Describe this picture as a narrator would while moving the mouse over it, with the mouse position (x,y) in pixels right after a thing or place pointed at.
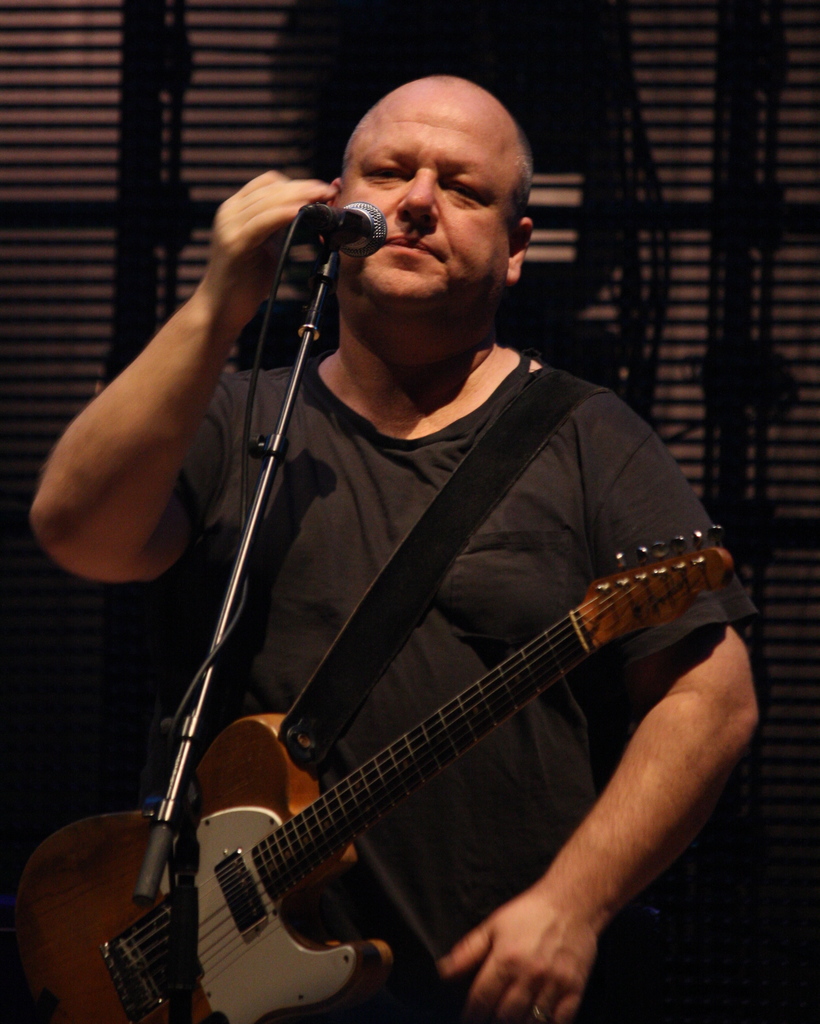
this picture describe about a man (368,347) with bald head (455,232) wearing black t-shirt (531,535) standing with the wooden guitar (292,892) hanging on his shoulder (583,410) in front of the microphone stand (162,825). Serious and looking away from the camera. Behind we can see a wooden partition board (81,180).
